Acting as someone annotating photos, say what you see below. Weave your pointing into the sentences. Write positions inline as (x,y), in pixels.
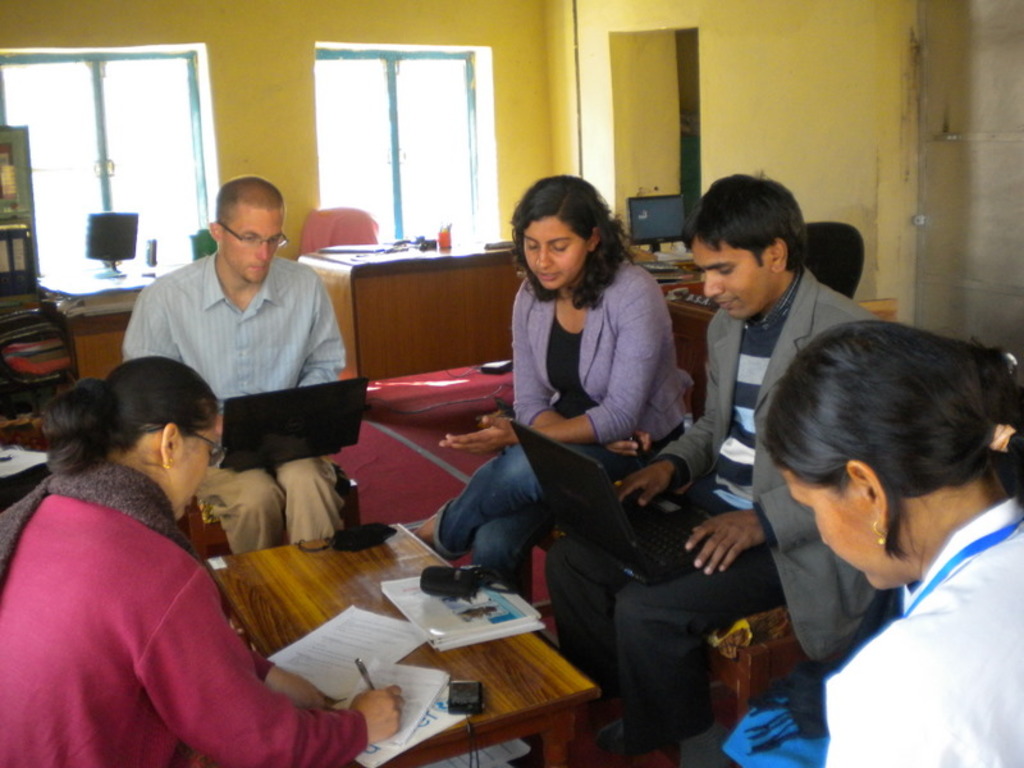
In this image there are group of persons (270,282) sitting in the chair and in table (486,712) there are pen (359,665), paper (383,633) and in back ground (474,300) there is table (438,269), chair (351,212), computer (116,221), rack (16,145), window (83,178).
